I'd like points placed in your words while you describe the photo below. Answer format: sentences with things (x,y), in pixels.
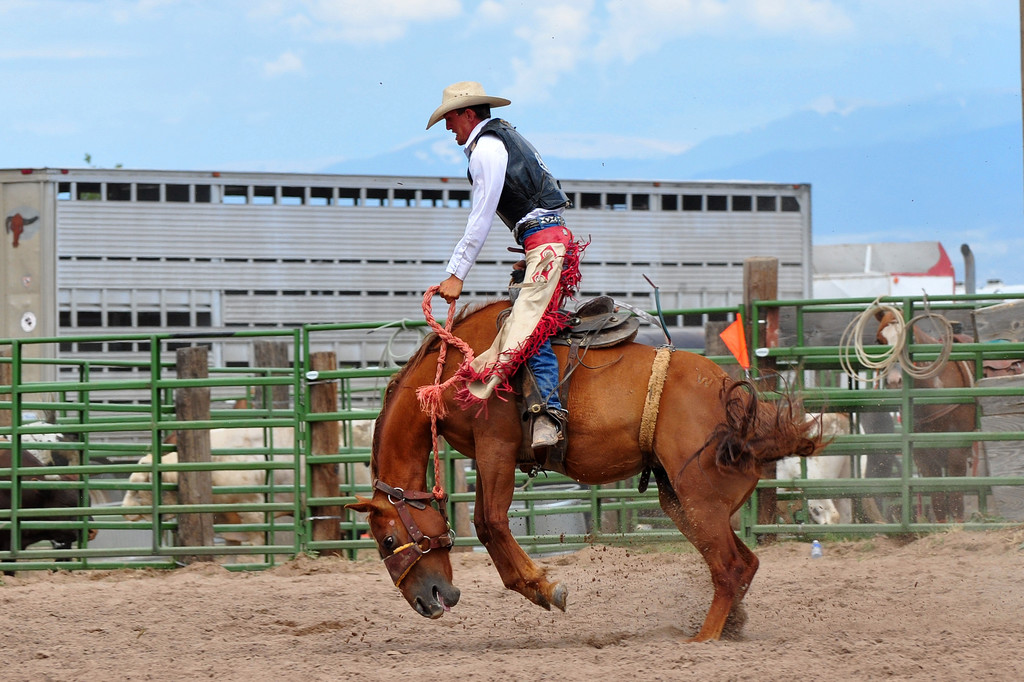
In this picture we can see a man (535,325) holding an object (447,330) in his hand (446,288) and wearing a hat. This man (465,129) is visible on a horse (512,404). There are straps (401,564) and a few things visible on a horse (695,511). We can see some fencing (33,473), poles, animals (56,454), buildings (793,269), other objects (970,285) and clouds (635,45) in the sky (628,63).
